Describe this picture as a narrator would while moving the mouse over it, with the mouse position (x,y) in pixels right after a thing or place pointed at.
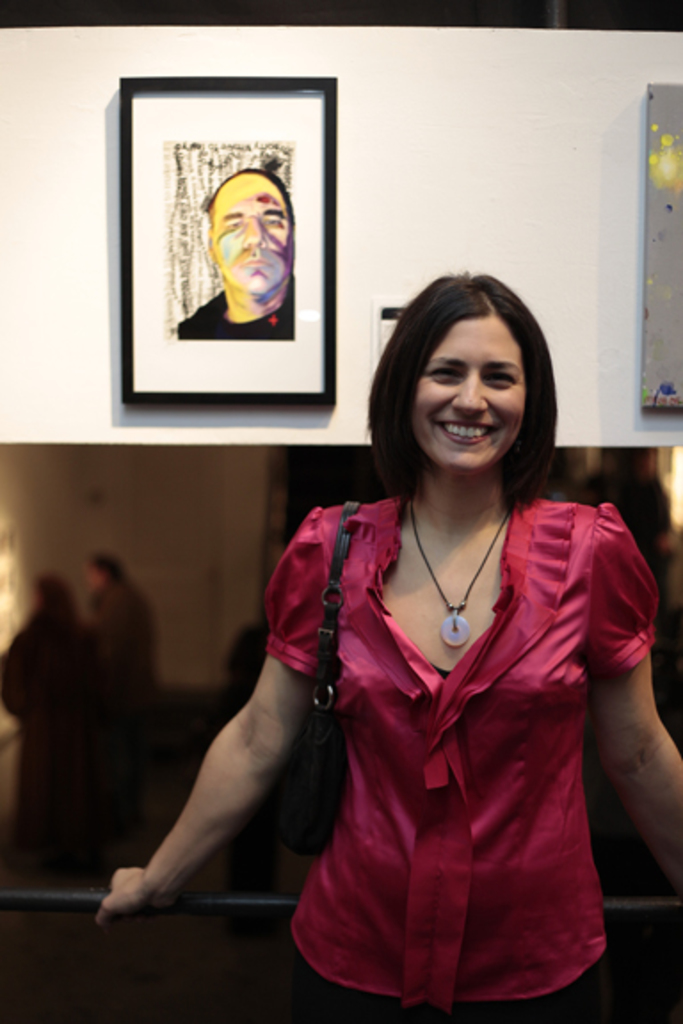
There is one woman (490,682) standing and holding an object (159,913) as we can see at the bottom of this image (487,796). We can see photo frames (204,279) are attached to the wall (52,328).
